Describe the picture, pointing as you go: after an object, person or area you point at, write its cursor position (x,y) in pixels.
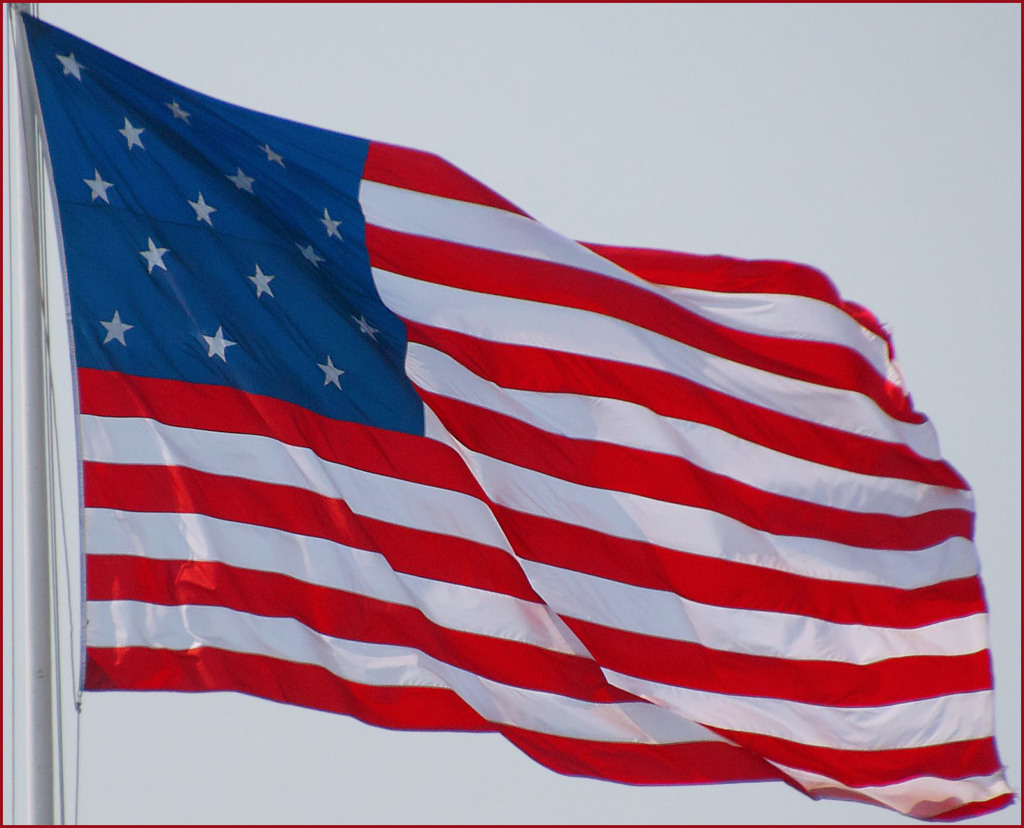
In the center of the image (441,514) we can see a flag (351,516). In the background (649,180) there is sky (781,139). On the left (30,784) we can see a pole (32,758).
